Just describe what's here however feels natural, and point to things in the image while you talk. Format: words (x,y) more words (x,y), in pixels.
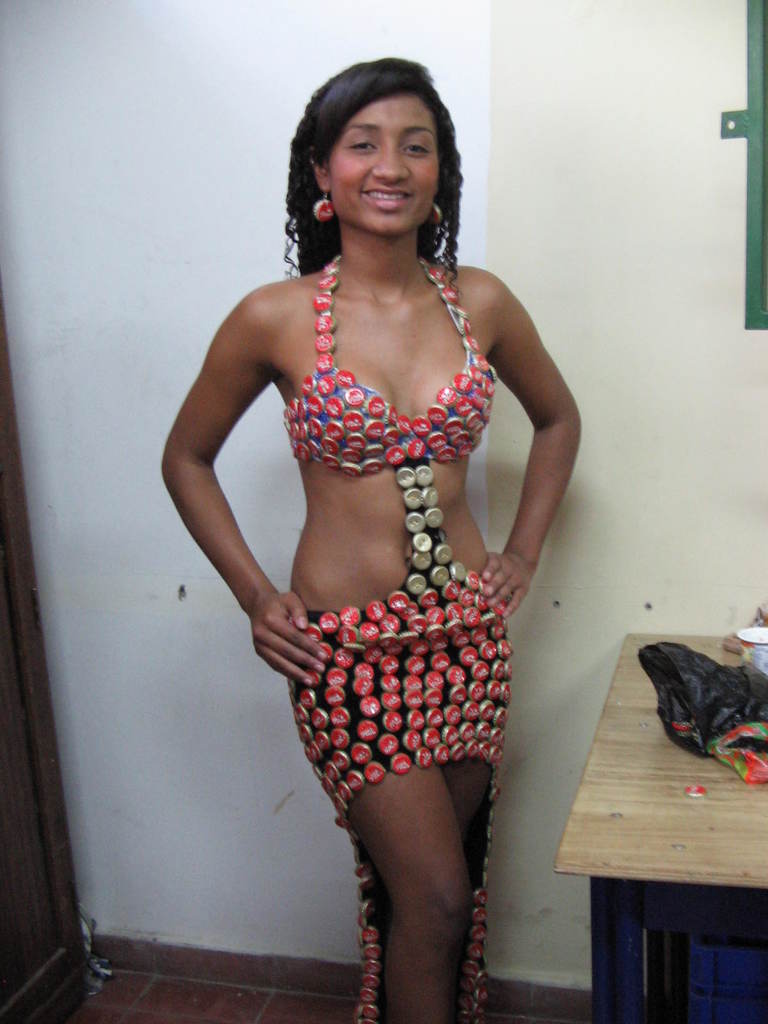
Image consists of women (436,583) who is standing, she is also wearing earrings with a smile on her face (350,208). There is a table (624,855) on the right side (689,730) corner beside that women (310,216), there is a cover (685,718) and glass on that table (703,645).
